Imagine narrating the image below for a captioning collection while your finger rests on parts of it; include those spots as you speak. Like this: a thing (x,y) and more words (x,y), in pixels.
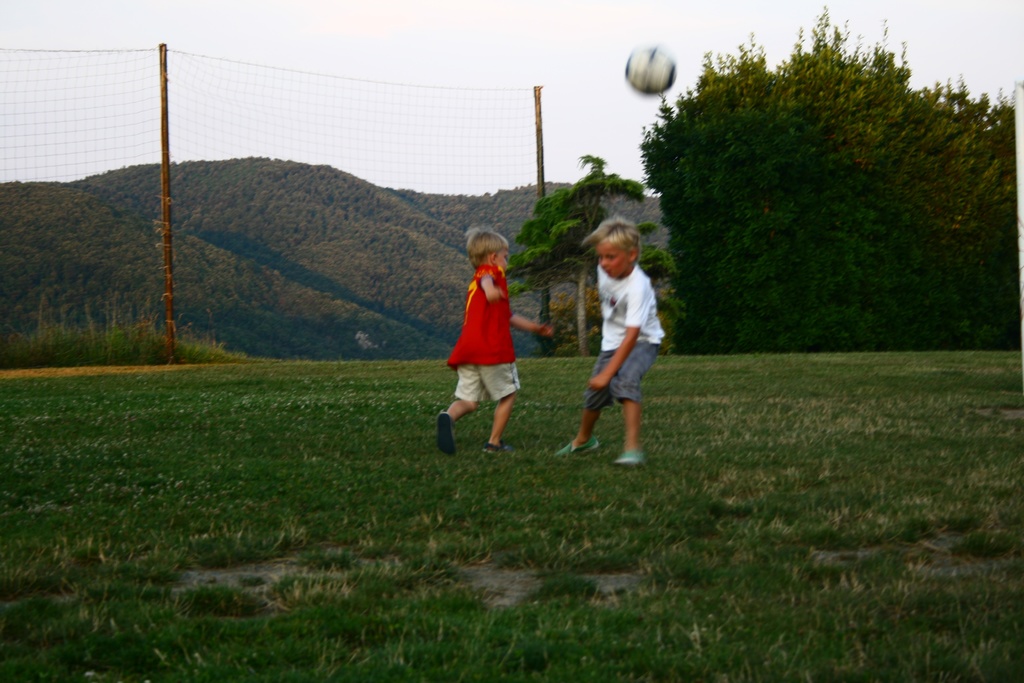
In this image in the center (632,353) there are kids (614,349) playing. In the background (218,220) there is a fence (166,150) and there are trees (582,217). On the ground (404,506) there is grass (401,490) and the sky (554,58) is cloudy and there is a ball (656,72) in the air (680,87).
